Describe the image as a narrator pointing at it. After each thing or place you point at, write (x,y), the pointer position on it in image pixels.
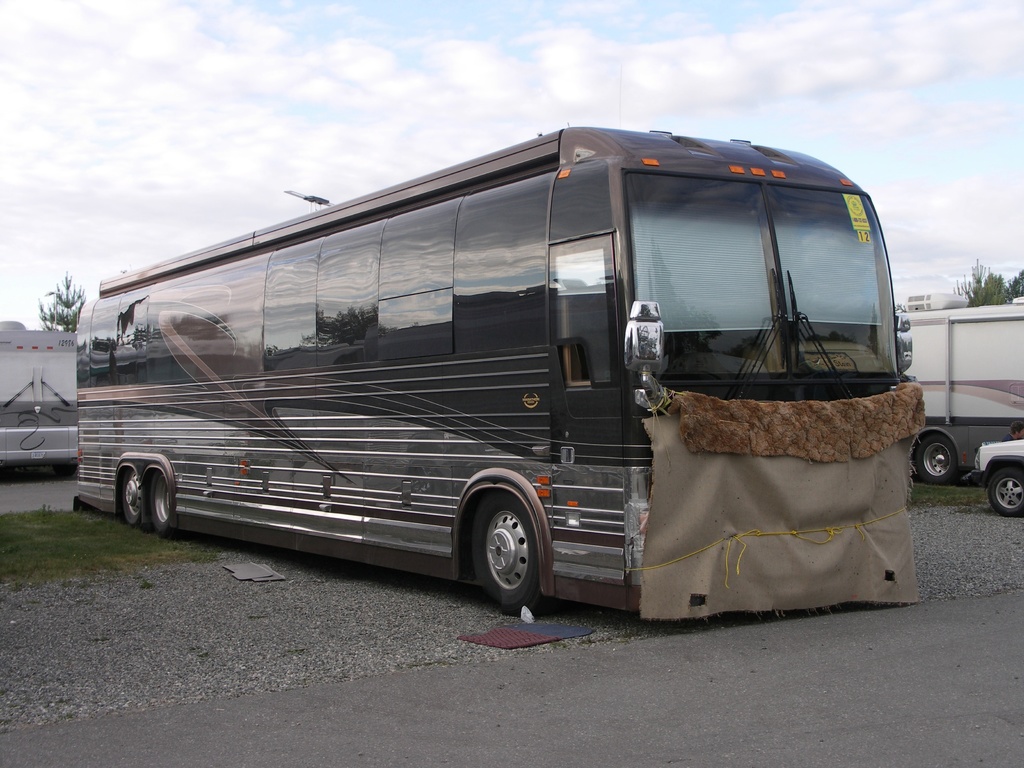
In this image there is a bus (277,362) and few vehicles (941,470) are on the road (556,663). Left side (40,537) there is grassland (51,561). Background (976,297) there are few trees (1001,282). Top of the image (641,80) there is sky (522,88) with some clouds (514,88). Front side of the image bus (632,489) is covered with a cloth (804,487) which is tied with a rope (701,551).
